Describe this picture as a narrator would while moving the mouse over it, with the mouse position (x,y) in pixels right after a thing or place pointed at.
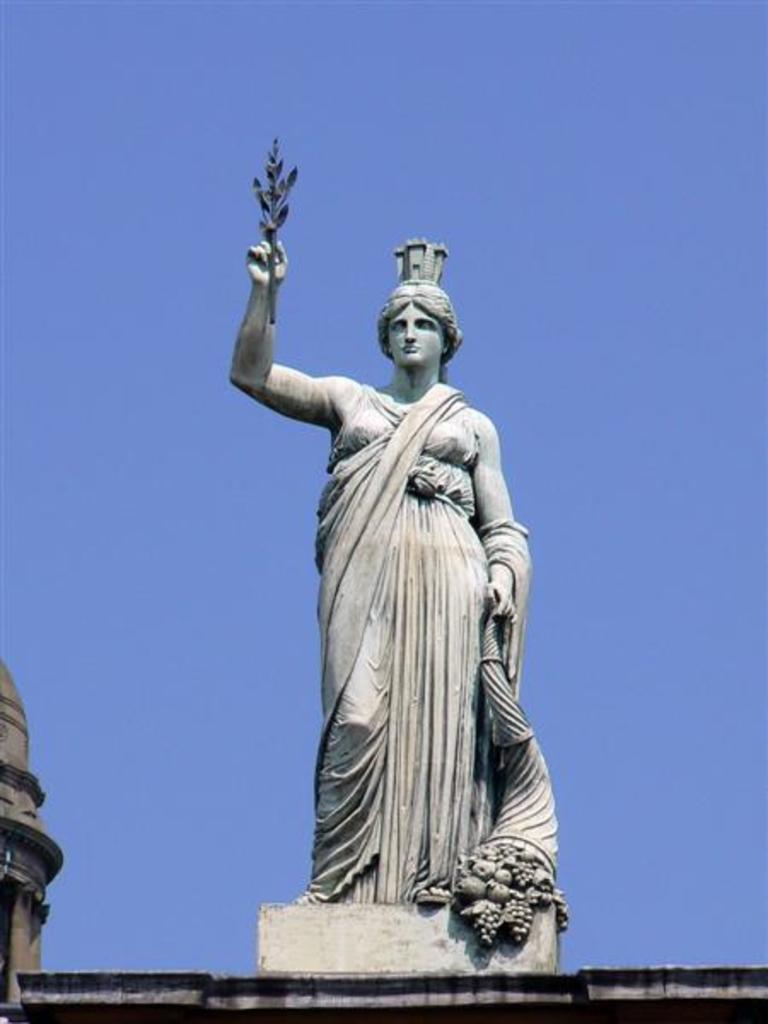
In this image I can see the statue (456,562) of the person (473,488) on the building (125,984). In the background (666,861) I can see the sky (537,642).
